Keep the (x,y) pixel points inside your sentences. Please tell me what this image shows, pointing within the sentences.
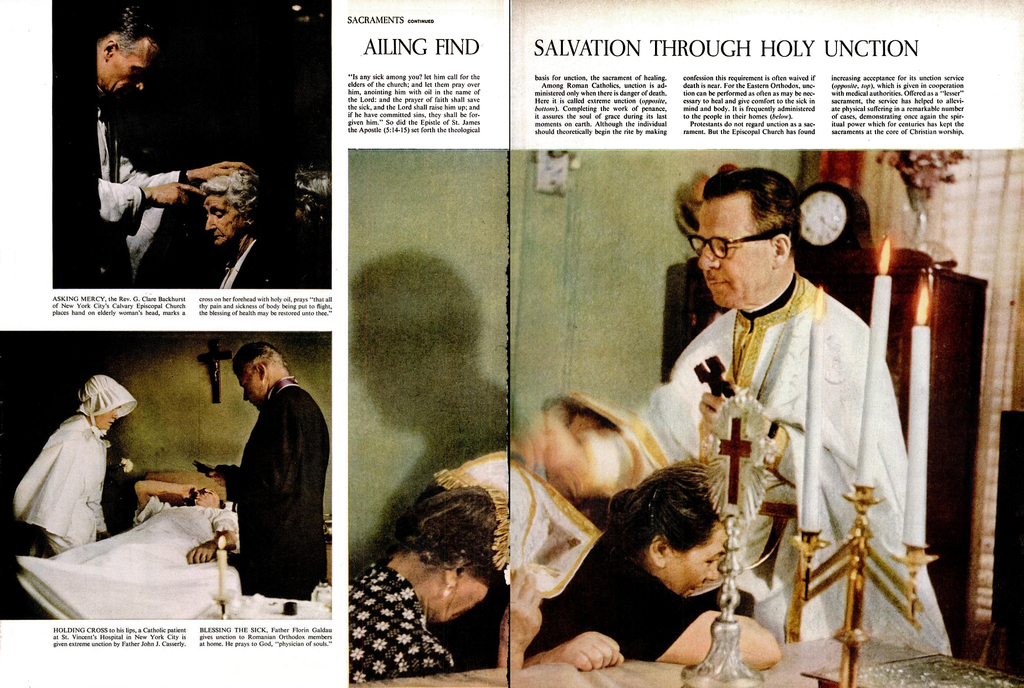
In this image we can see there is an article (514,217). In the middle (629,428) there is a priest (682,413) who is blessing the people (619,558) who are in front of him. At the bottom (784,669) there is a table (820,660) on which there is a candle stand (867,493). In the background (859,276) there is a cupboard (850,266) on which there is a clock (828,232) and a flower vase (907,203). On the right side (907,204) there is a curtain (998,193). At the top (682,78) there is some text (538,49). On the left side (170,488) bottom there is a man (167,530) in the middle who is sleeping on the bed (155,547). There are two persons (249,477) beside him.
